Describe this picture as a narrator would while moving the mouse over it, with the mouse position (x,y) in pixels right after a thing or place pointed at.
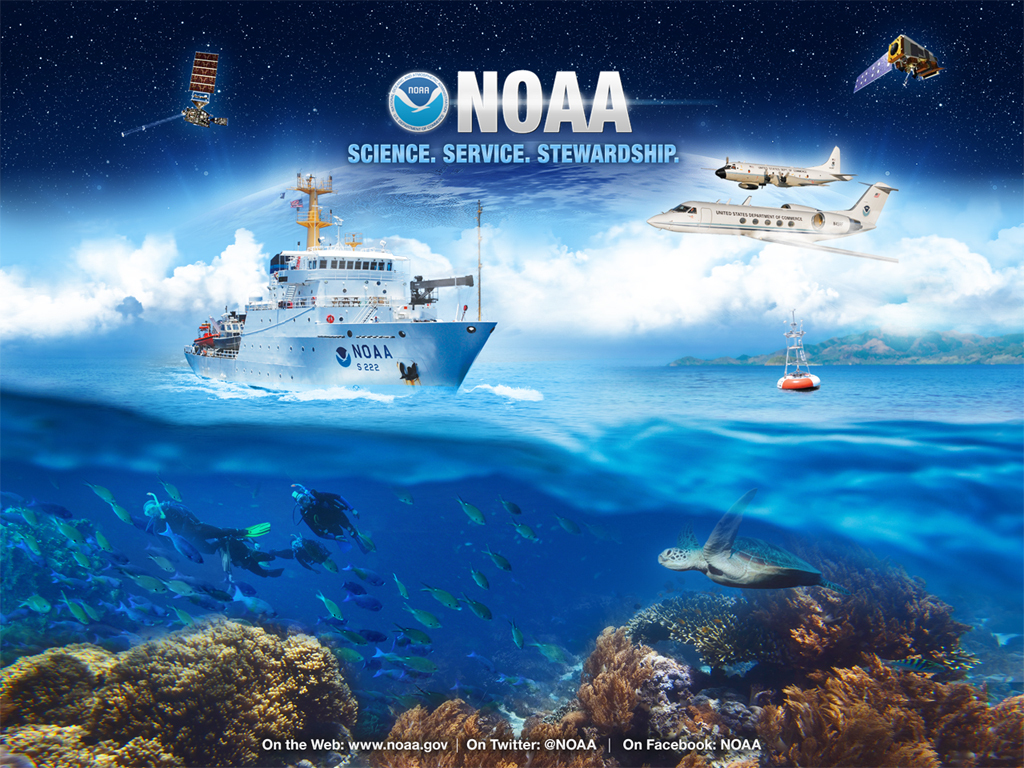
In this picture I can see a poster (674,277), there is a ship (356,277) on the water (201,387), there are hills (948,358), there are airplanes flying in the sky (770,111), there are satellites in the galaxy (382,69), there are fishes (485,603), corals (776,624), there are three persons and a turtle (757,587) in the water (629,459), there are words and a logo (427,124) on the poster (459,162).
